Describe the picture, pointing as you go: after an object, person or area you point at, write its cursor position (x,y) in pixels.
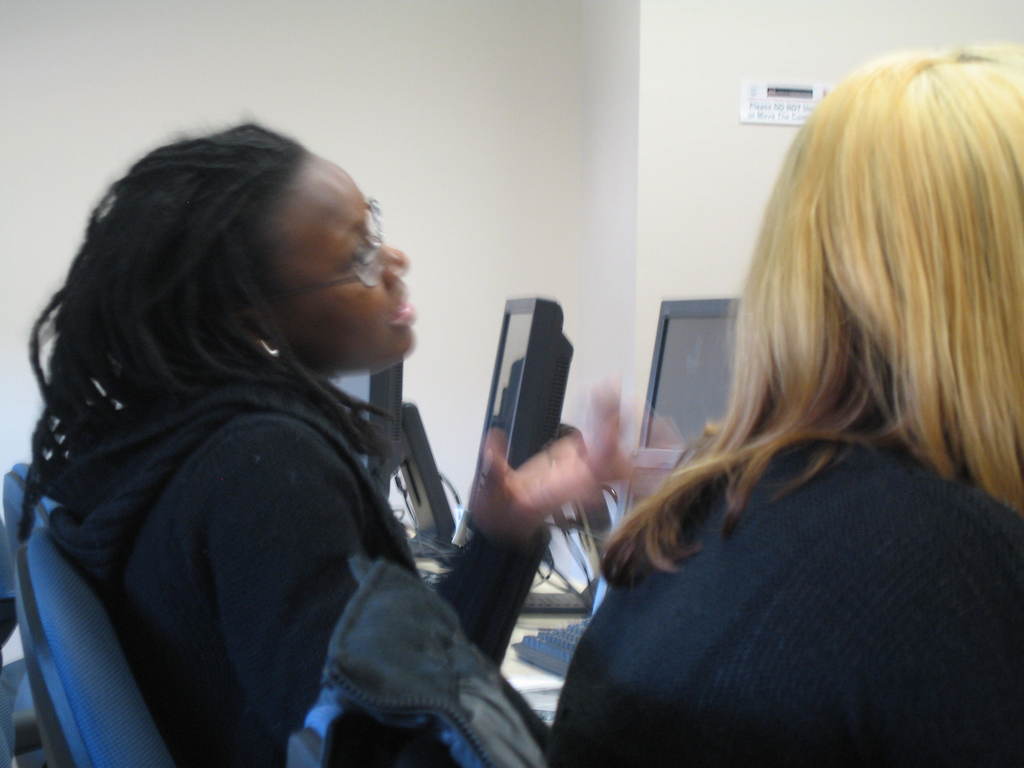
In this picture I can see 2 women (188,355) sitting in front (892,626) and in front of them I can see 3 monitors (436,483). In the background (468,335) I can see the wall (468,335).
